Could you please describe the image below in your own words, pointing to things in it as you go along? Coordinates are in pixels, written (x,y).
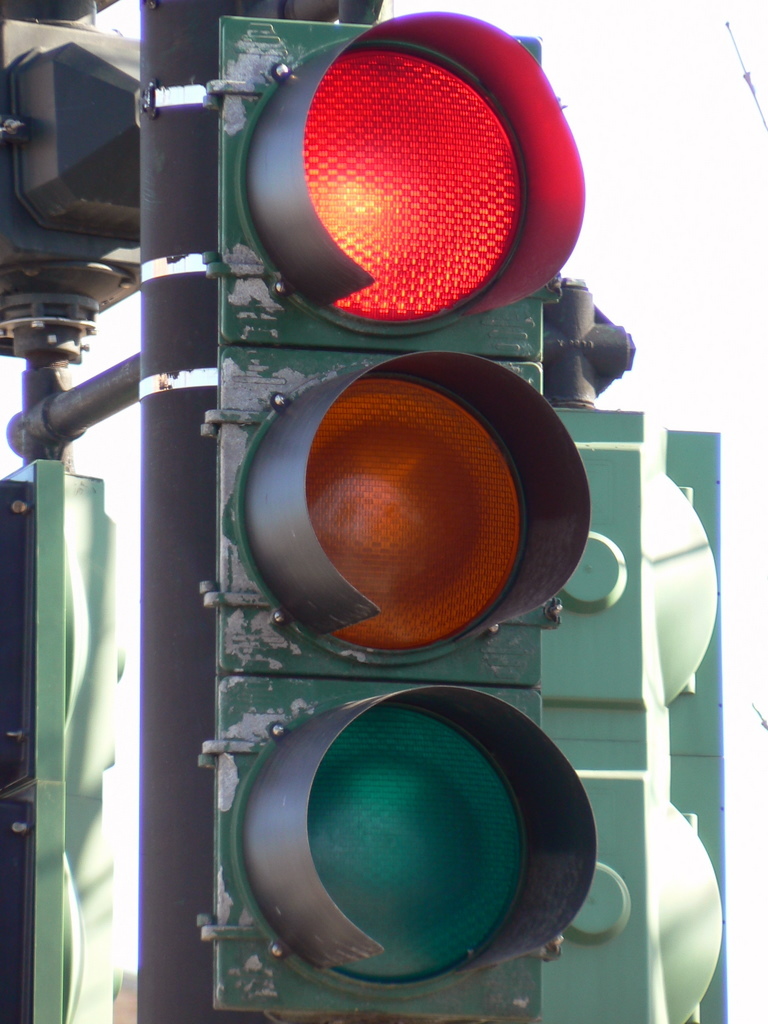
In this image we can see traffic signals (291,603) and sky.
